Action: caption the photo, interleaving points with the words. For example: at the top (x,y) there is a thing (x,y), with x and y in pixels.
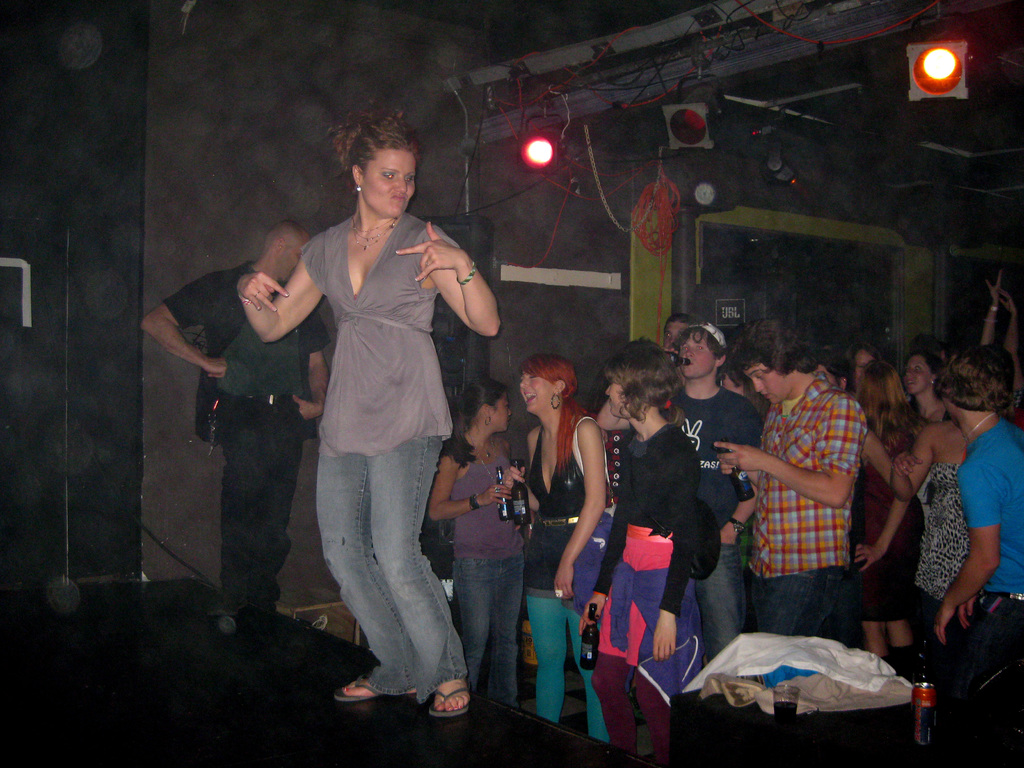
This picture shows few people (833,562) standing and a man (707,399) drinking beer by holding a bottle (672,356) in his hand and he wore a cap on his head (695,348) and we see few women (485,551) holding beer bottles (596,607) in their hands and a woman (436,401) dancing on the stage (316,645) and a man (252,459) standing on the side and we see couple of lights (529,156) and a can (928,739) and glass (787,690) on the table (935,767).
